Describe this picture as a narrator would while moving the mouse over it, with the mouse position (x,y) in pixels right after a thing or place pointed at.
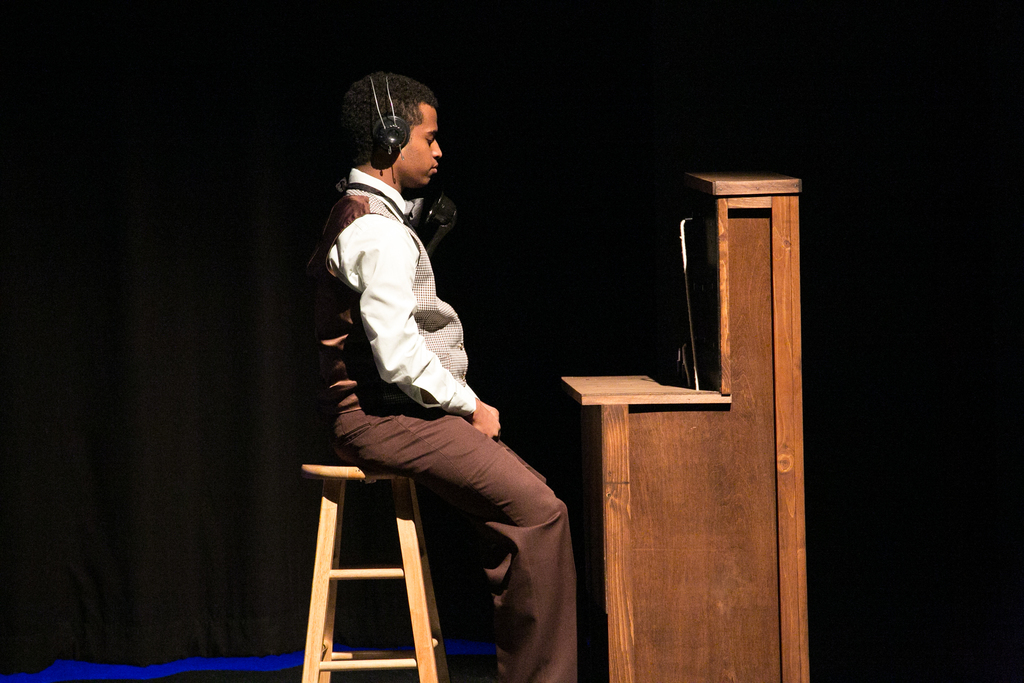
There is a man (441,384) sitting on a chair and wired headset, in front of this man (444,462) we can see table (675,404). In the background (866,107) it is dark.
